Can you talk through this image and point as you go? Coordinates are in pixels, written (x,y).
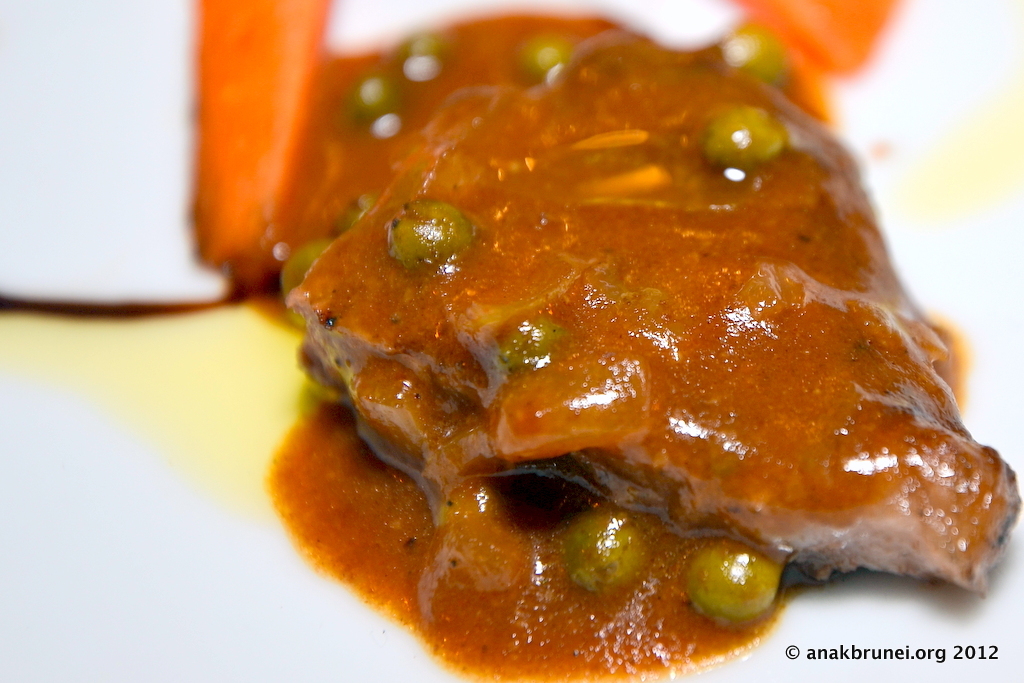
In this image there are food items (523,496) on a plate (187,535). There is some text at the bottom of the image (918,652).
